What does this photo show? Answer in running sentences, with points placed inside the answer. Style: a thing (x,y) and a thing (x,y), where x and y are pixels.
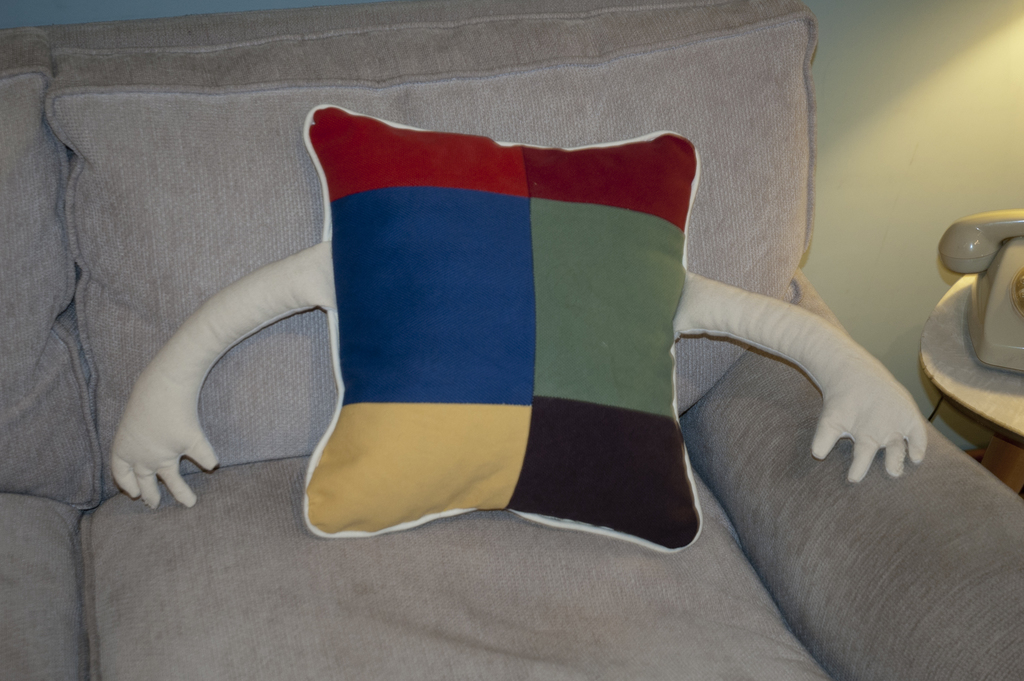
In this image I can see a cushion (513,491) on a couch (227,484). There is a telephone (987,322) on the right (996,327). There is a wall (904,207) at the back (904,207).
